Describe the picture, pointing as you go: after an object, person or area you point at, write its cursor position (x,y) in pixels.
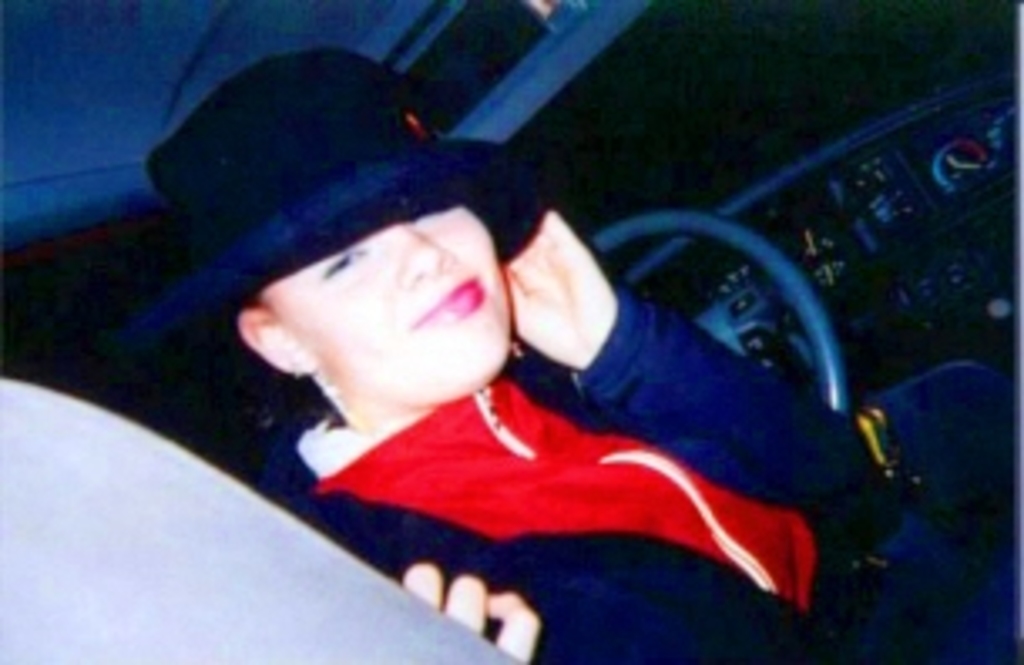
In this image we can see a motor vehicle (707,288) and a woman (527,340).
